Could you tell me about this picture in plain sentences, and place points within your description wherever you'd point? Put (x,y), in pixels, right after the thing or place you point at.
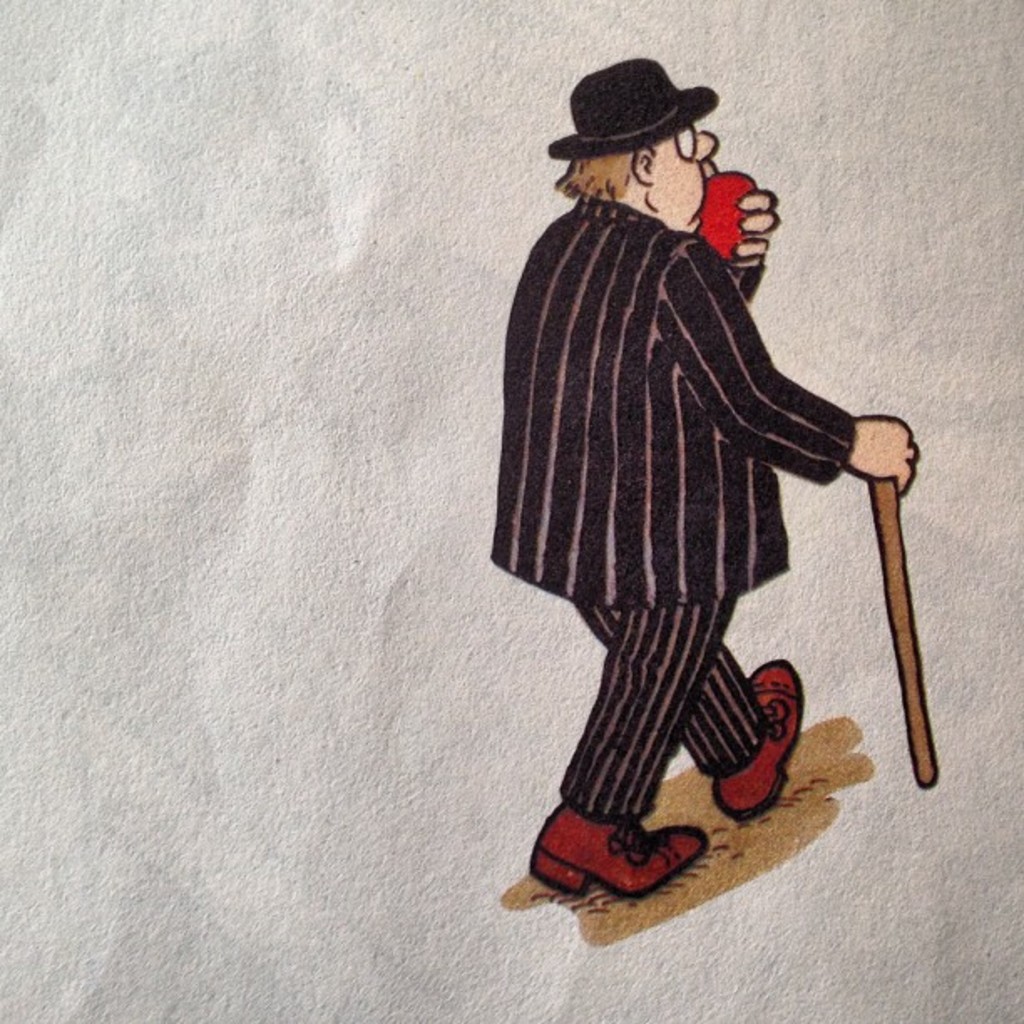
In this picture, we can see a painting (570,388) on some object (758,645) and the painting (921,698) is represented as a man (717,323).
